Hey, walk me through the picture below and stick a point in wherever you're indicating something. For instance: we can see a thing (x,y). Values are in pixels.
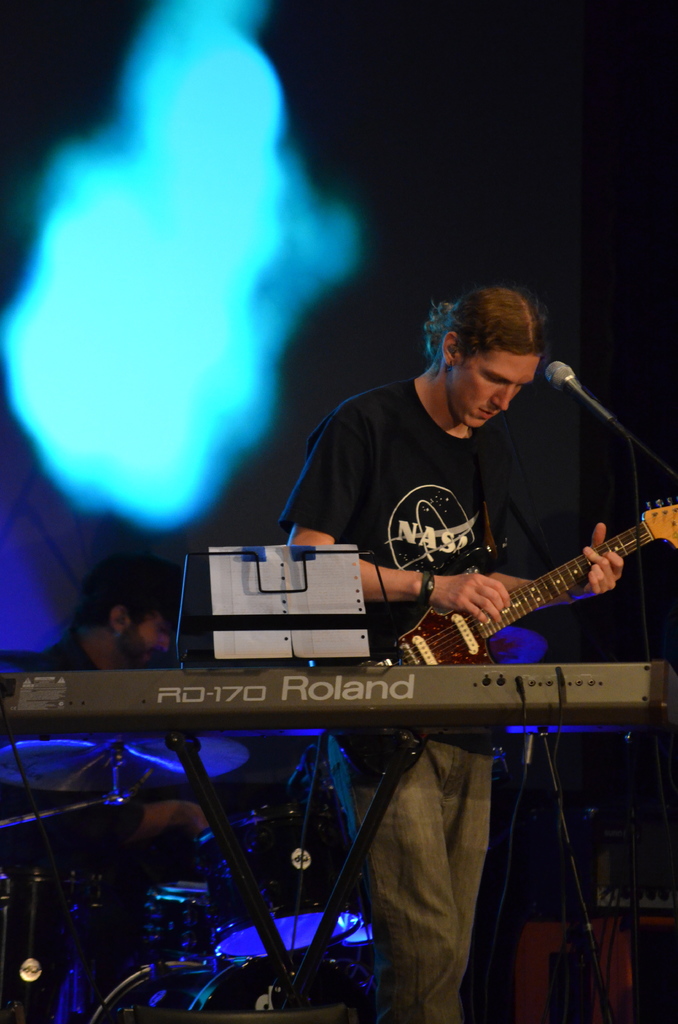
In this picture we can see man (482,617) holding guitar (453,624) in his hand (498,617) and playing and in front of him there is a mic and at back of his person (144,663) playing drums (265,861).
